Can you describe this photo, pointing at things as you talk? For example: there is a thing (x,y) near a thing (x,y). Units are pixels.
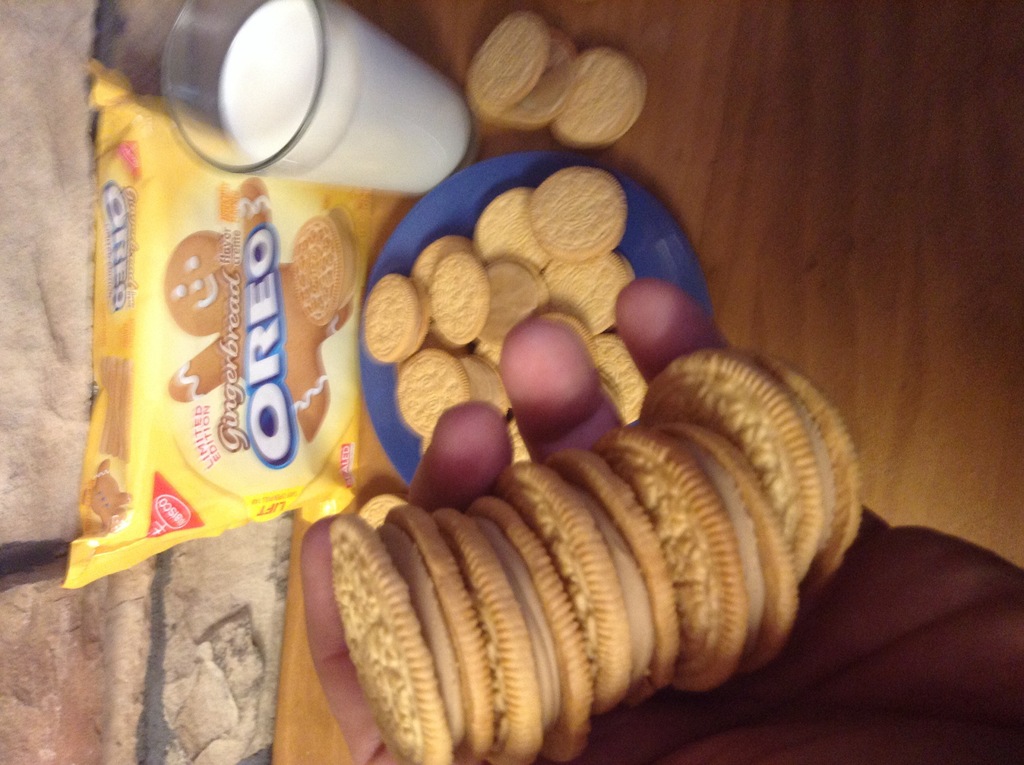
In this image we can see some cream biscuits (667,630) in the person's hand (646,311). We can also see some biscuits (410,277) in a plate (383,393), a cover (177,214) with some text (237,342) on it, a glass of milk (282,173) and some biscuits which are placed on the table (909,400). We can also see a wall (101,619).
